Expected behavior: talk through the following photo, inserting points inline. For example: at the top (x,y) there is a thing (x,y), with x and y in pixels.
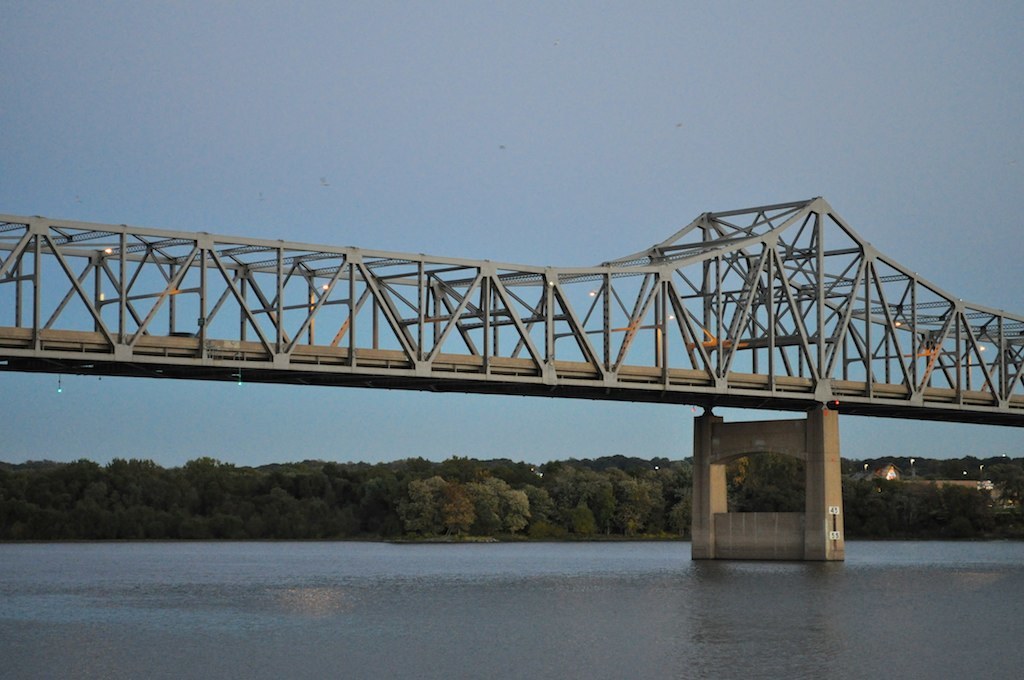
In this picture we can see a bridge (542,365), at the bottom (709,610) there is water (694,596), we can see a pillar (831,454) here, in the background (763,477) there are some trees (395,482), there are some lights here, we can see the sky (456,162) at the top of the picture (489,144).
